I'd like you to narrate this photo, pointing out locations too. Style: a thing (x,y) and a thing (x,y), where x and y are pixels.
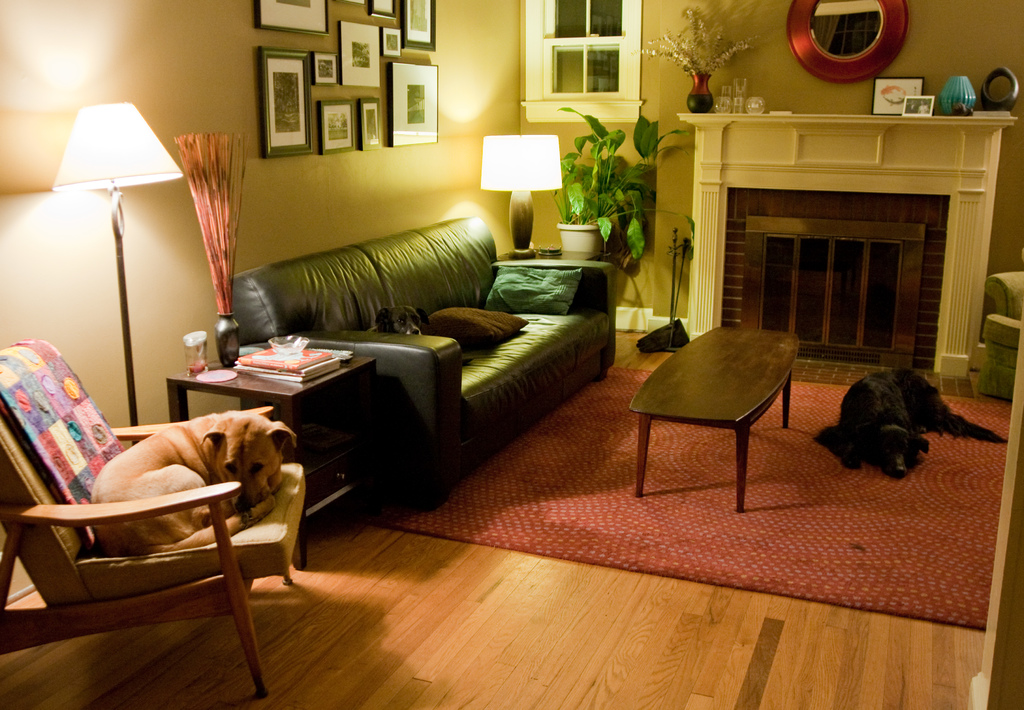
It is a living room (585,524), there is a sofa (490,376) in front of the sofa (527,327) there is a table (729,414) on sofa (413,351) there is a black color dog (400,310) and beside the table (710,362) also there is a dog (919,408) behind the dog (898,408) there is a chimney (850,274) upon it there is a shelf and to the wall (933,14) there is a mirror (866,71) to the left side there is a plant (573,193) and a lamp (559,174) behind that there is a window (551,64), in the front side (111,497) there is another chair (96,507) and there is a brown color dog (206,440) on it in the background (240,245) there is a wall (465,118) and photo frame (428,98).
